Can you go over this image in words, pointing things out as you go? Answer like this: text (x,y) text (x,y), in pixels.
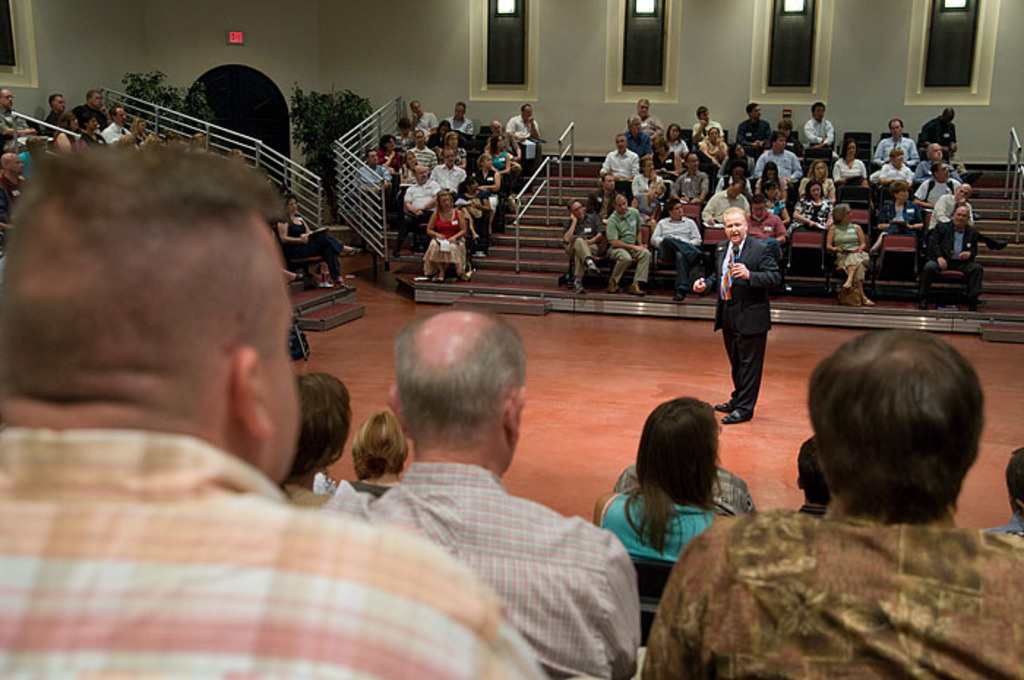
In this image I can see group of people (858,464) sitting. In front (762,285) the person (744,302) is standing and holding a microphone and the person (744,308) is wearing black blazer (752,295) and white shirt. Background (291,68) I can see few plants (334,131) in green color, few windows (934,78) and the wall (221,45) is in light gray color.
